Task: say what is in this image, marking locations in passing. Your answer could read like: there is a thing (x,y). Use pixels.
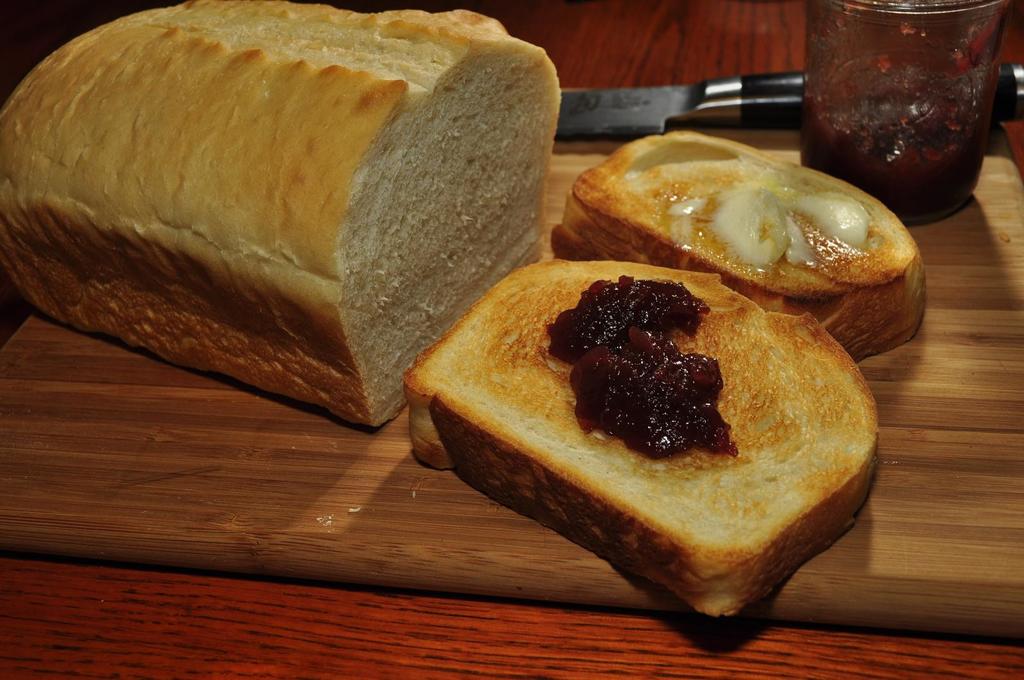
In this image, we can see a bread pieces (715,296) and slices (660,224) with butter (740,208) and jam (663,419), glass (890,117) and knife (765,116). These items (663,175) are placed on the wooden chopping board (476,521). This chopping board (575,565) is on the wooden surface (397,658).
